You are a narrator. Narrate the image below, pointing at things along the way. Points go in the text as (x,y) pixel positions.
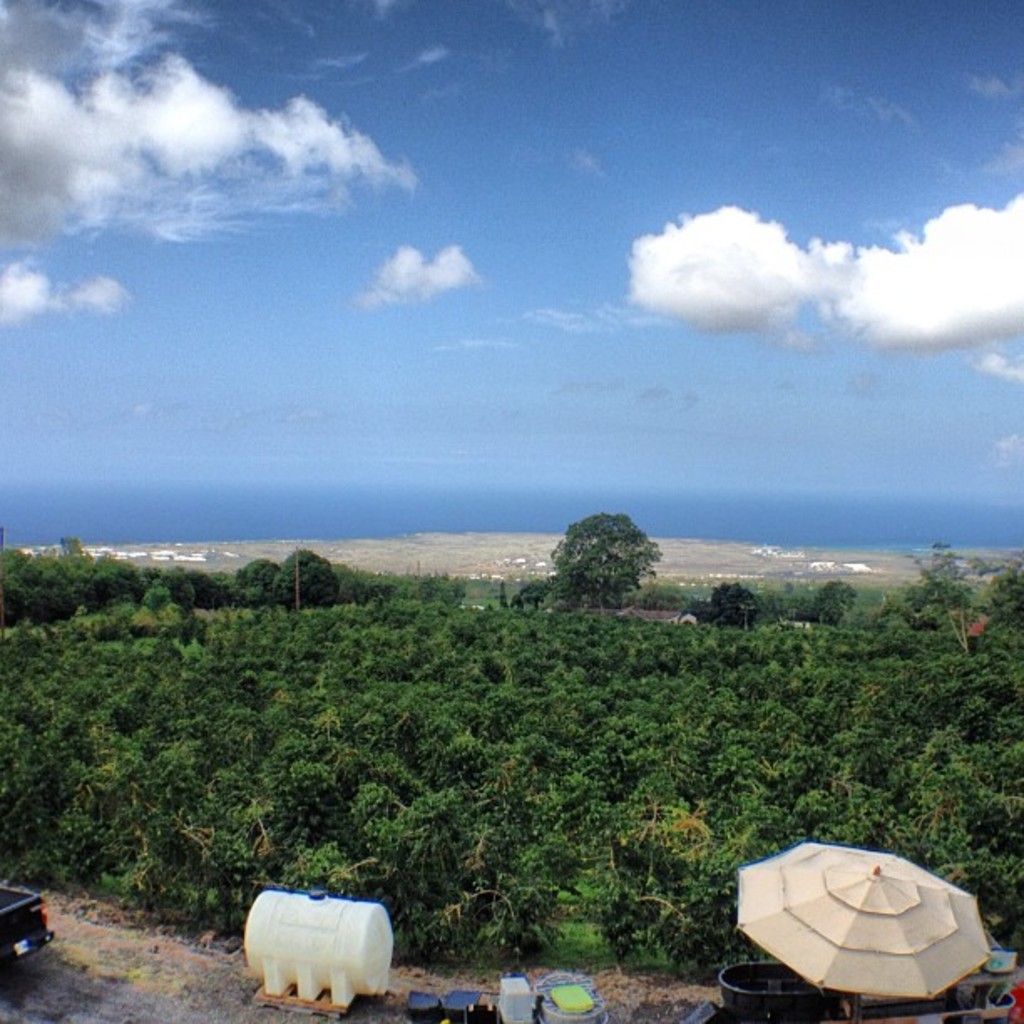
At the bottom of the image (850,972) there are some objects (776,964) placed on the path (152,981). In the middle of the image (380,668) there are trees (782,735), plants (515,740). In the background of the image (377,423) there are sky (440,360) and clouds (715,279).
